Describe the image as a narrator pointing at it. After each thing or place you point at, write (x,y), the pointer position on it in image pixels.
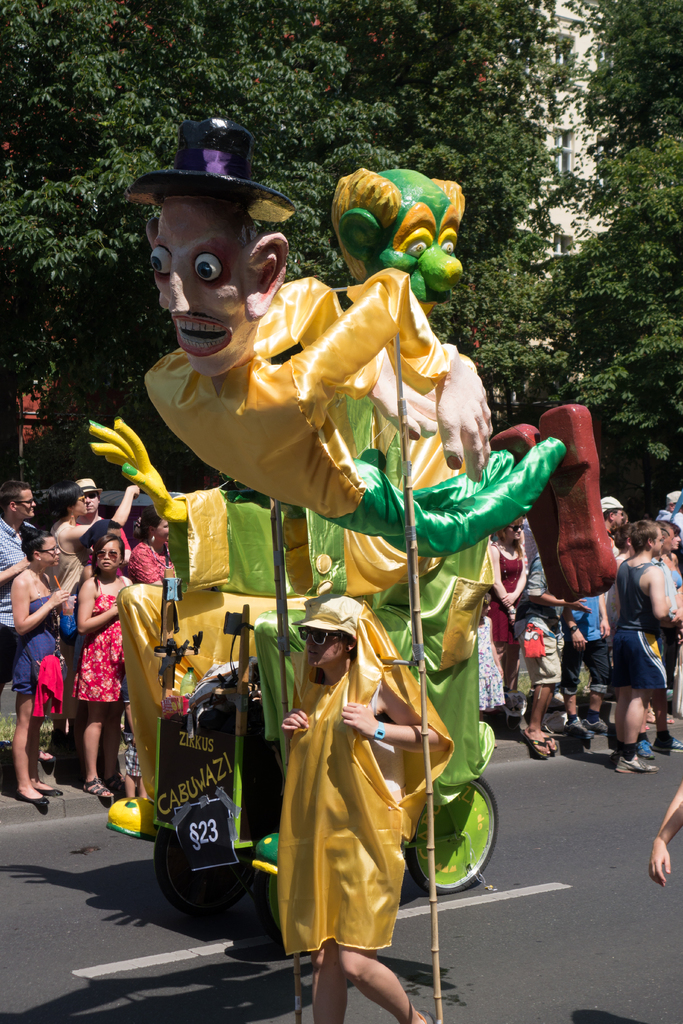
In this image a person (396,912) wearing goggles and cap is walking on the road (48,1023) along with puppet (298,406) which is attached to the sticks (284,688). Beside there is a puppet (207,638) on the vehicle (448,861) which is on the road (648,916). Behind few persons (49,576) are standing. Background (632,289) there are few trees (117,155). Right side a person hand (677,796) is visible.
